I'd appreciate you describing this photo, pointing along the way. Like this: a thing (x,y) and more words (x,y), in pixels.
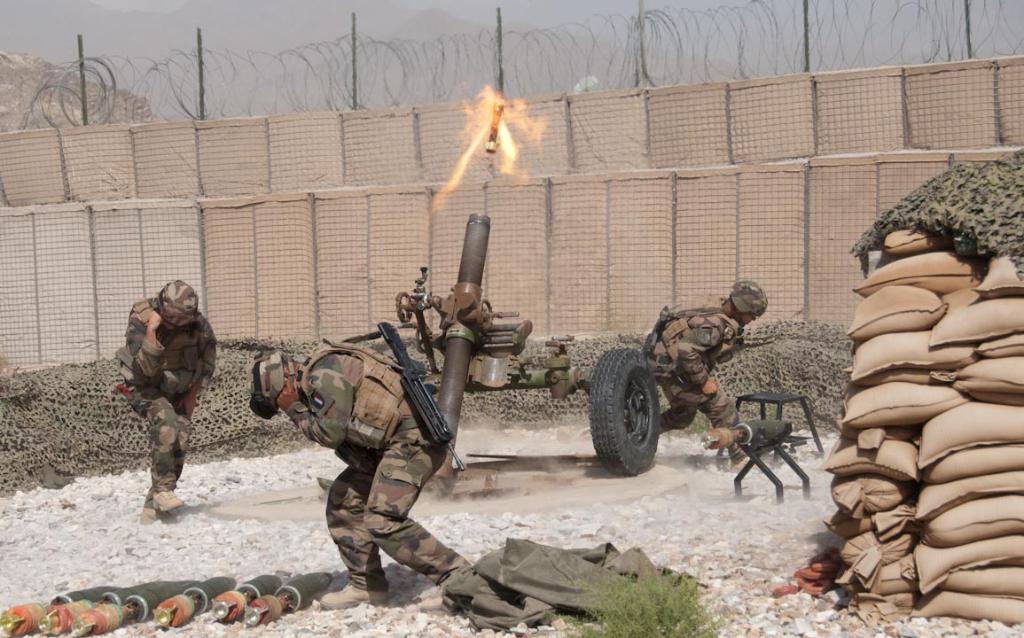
In the middle of the image (663,367) few people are standing and there is a mortar (496,326). Bottom right side of the image (977,586) there are some bags (1013,549). Bottom left side of the image (48,619) there is a cloth (620,575) and there are some weapons (8,617). Top of the image (380,104) there is a wall (976,136) and fencing (362,88). Behind the fencing (498,84) there are some hills (379,102) and sky (1015,17).
